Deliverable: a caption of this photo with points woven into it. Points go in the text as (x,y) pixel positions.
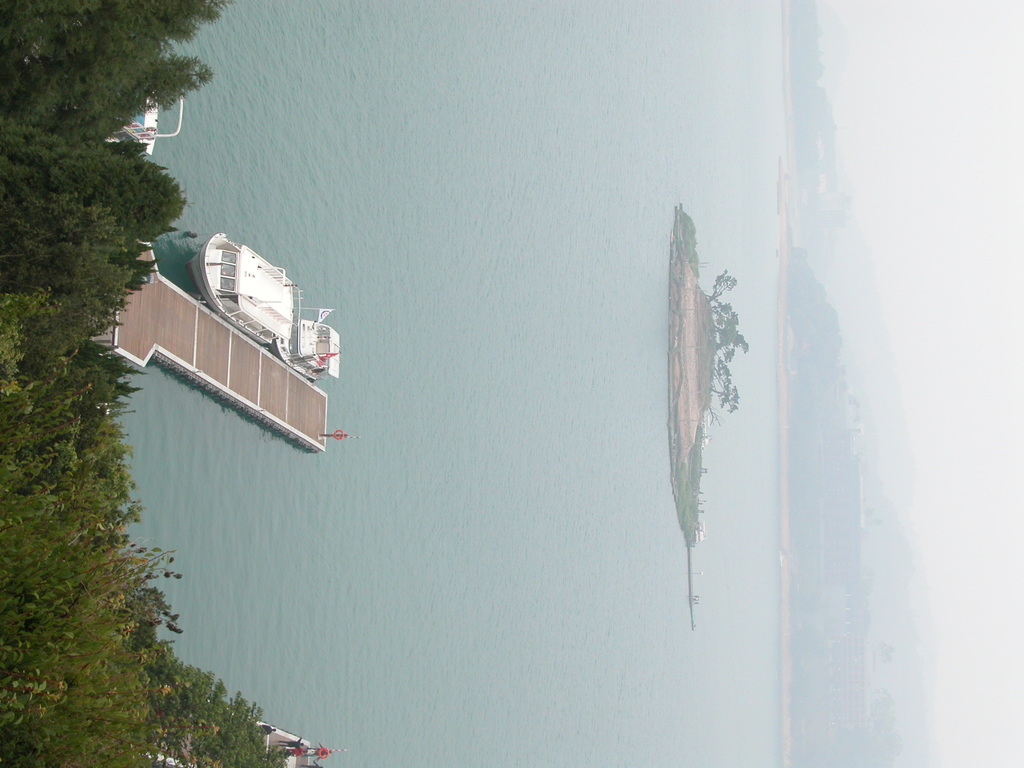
In the center of the image (397,328) we can see a boat (298,314) on the river (415,466). There is a walkway (205,379). On the right (778,652) we can see a hill (869,536) and sky (1015,536). On the left (116,107) there are trees (77,316).
